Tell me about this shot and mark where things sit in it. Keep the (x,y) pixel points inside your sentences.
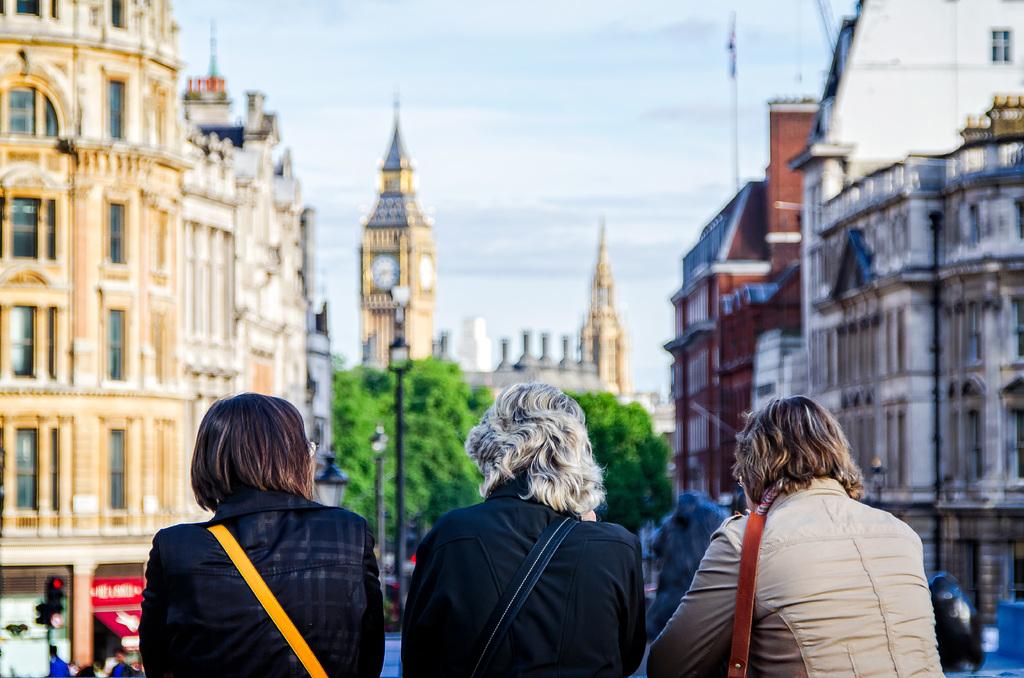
In the foreground (770,428) I can see three persons (831,507) are wearing bags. In the background (971,561) I can see buildings (271,365), windows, trees (412,435), street lights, crowd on the road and towers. At the top (545,73) I can see the sky (579,111). This image is taken may be on the road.
